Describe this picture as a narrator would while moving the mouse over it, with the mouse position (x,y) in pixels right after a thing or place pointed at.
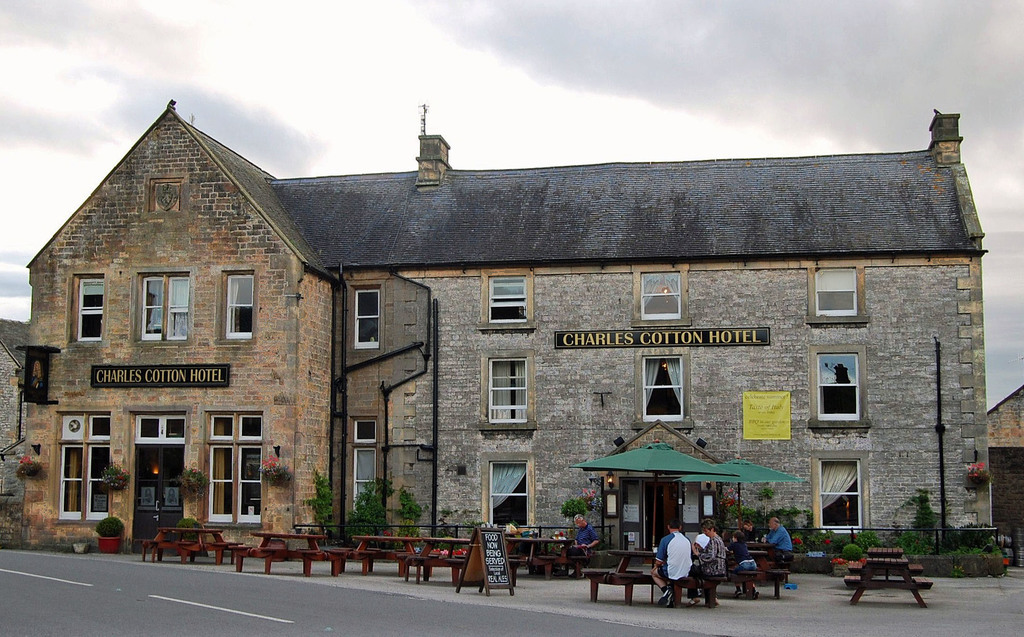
In this image I can see the road (138,598). To the side of the road (167,597) I can see few people (573,571) sitting on the benches (632,571). There are tables (626,557) in-front of these people (676,545). In the background (648,545) I can see the building (508,397) and there is something is written on the building (493,314). I can also see the window (509,316) to the building (353,250). In the background (352,81) I can see the clouds (639,77) and the sky (605,125).
